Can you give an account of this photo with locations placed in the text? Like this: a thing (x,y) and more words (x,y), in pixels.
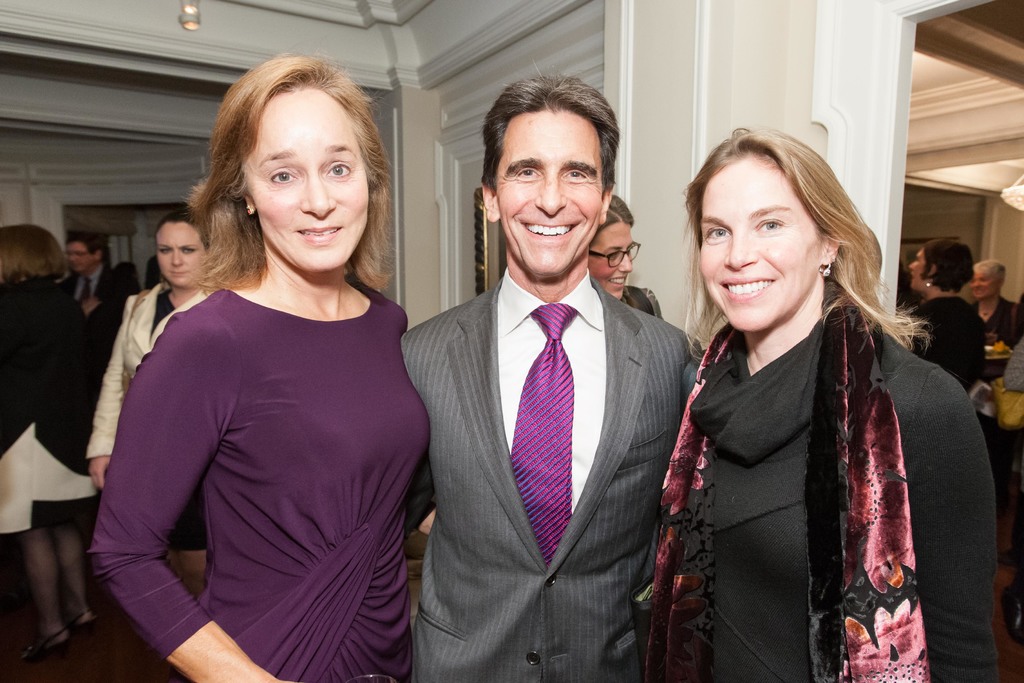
In this picture I can see three persons (502,380) standing and smiling, and in the background (103,259) there are group of people (24,276) standing, and there is a chandelier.
